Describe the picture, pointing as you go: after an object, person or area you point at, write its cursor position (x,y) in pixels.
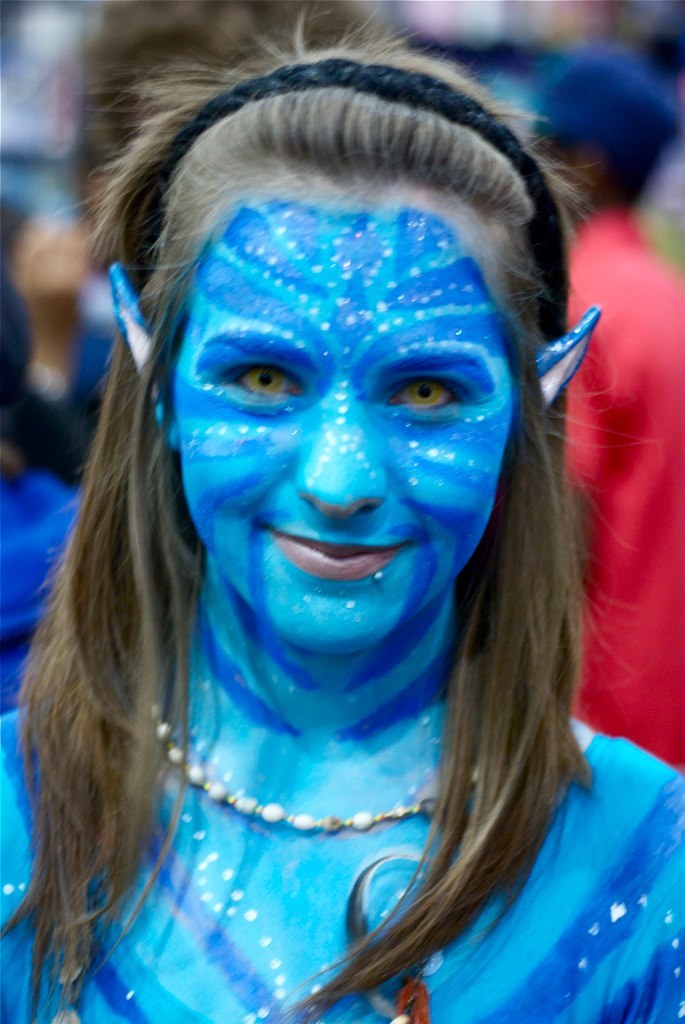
In this picture I can see there is a woman (485,614) standing, she has a blue color painting (297,604) on her face (253,458) and body (315,812), she is wearing a necklace (196,776) and a headband (438,97), she is smiling. There are few people (684,690) in the backdrop (665,271) and the backdrop of the image (622,164) is blurred.
